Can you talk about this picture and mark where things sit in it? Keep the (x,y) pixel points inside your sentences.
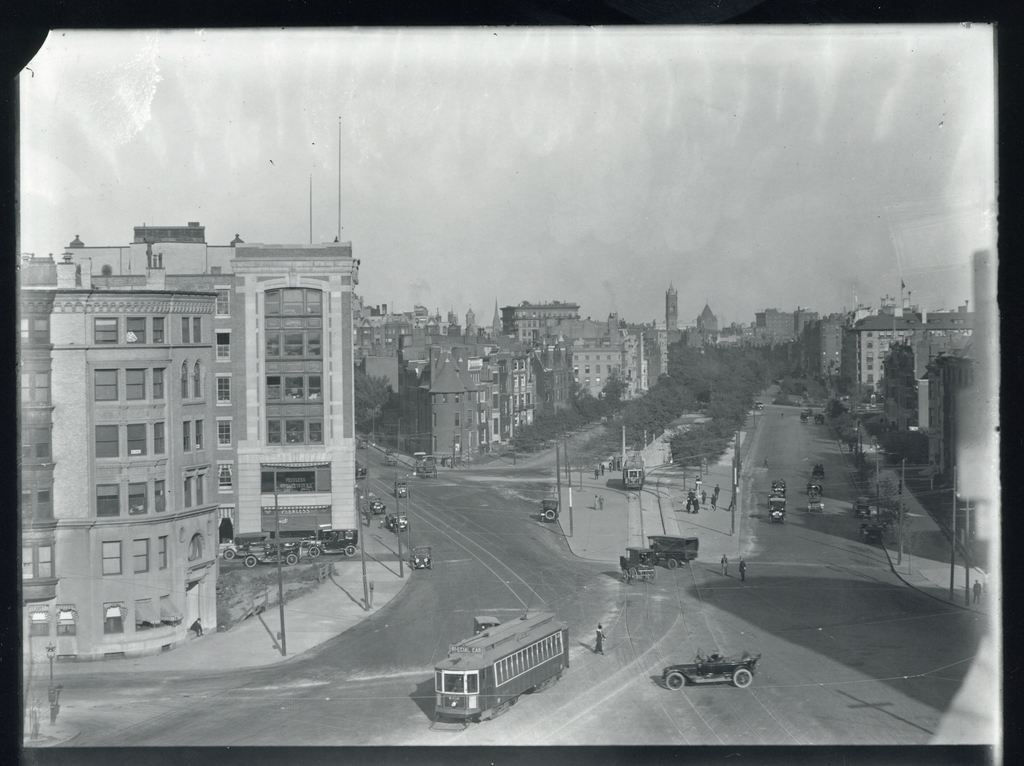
This is a black and white image. This picture might be taken on the wide road (609,729). In this image, in the middle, we can see a tram (505,672) moving on the road (587,701). On the right side (874,470), we can see little buildings (972,344), trees (874,500), footpath (944,568), some vehicles (864,532) which are moving on the road (745,728). On the left side (185,564), we can also see a building (223,544), vehicles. In the background (453,372), we can see some vehicles (394,526), trees (648,393), buildings (618,357), a group of people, street lights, poles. At the top (490,145), we can see a sky (482,116), at the bottom (666,621), we can see a road (555,709).
